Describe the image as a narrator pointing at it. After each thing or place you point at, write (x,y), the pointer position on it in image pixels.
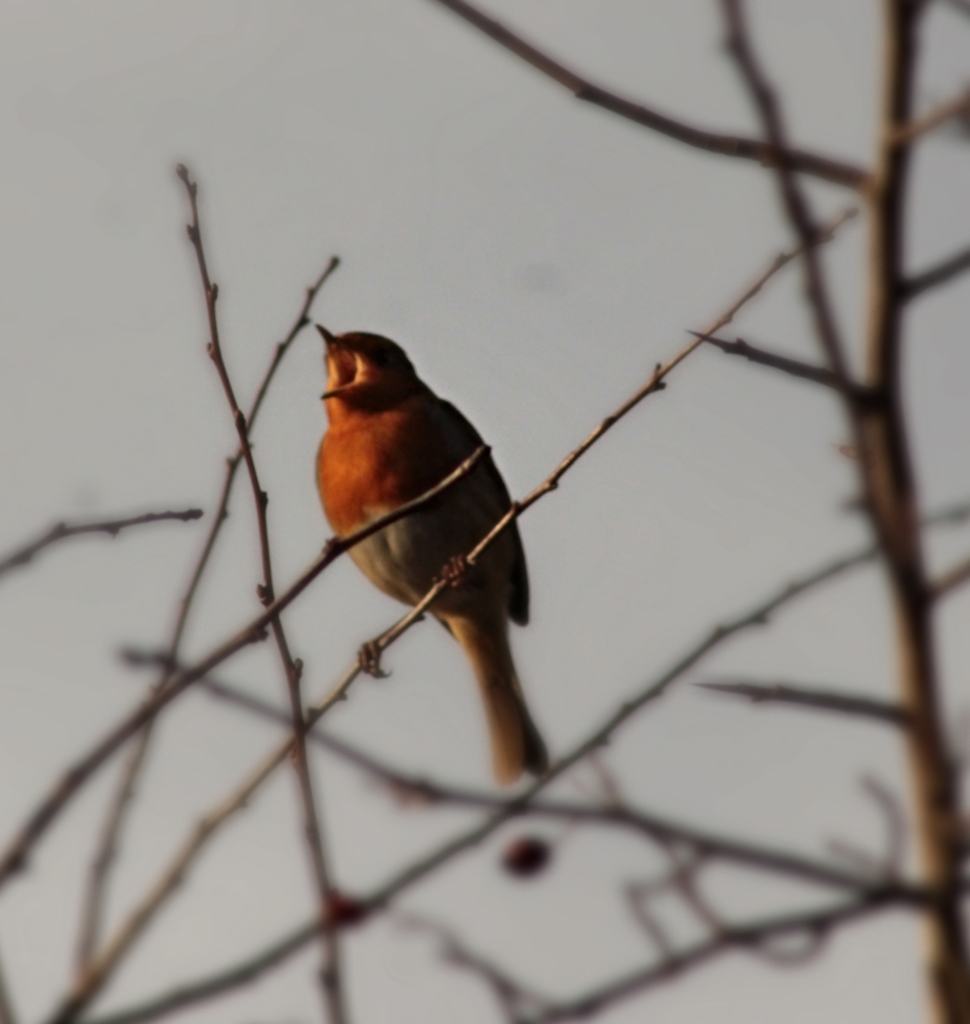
In this picture we can see a bird (419,521) on the branch (488,535). On the right side of the image (869,183) there is a tree (861,496). Behind the bird (427,473) there is the sky (437,280).
